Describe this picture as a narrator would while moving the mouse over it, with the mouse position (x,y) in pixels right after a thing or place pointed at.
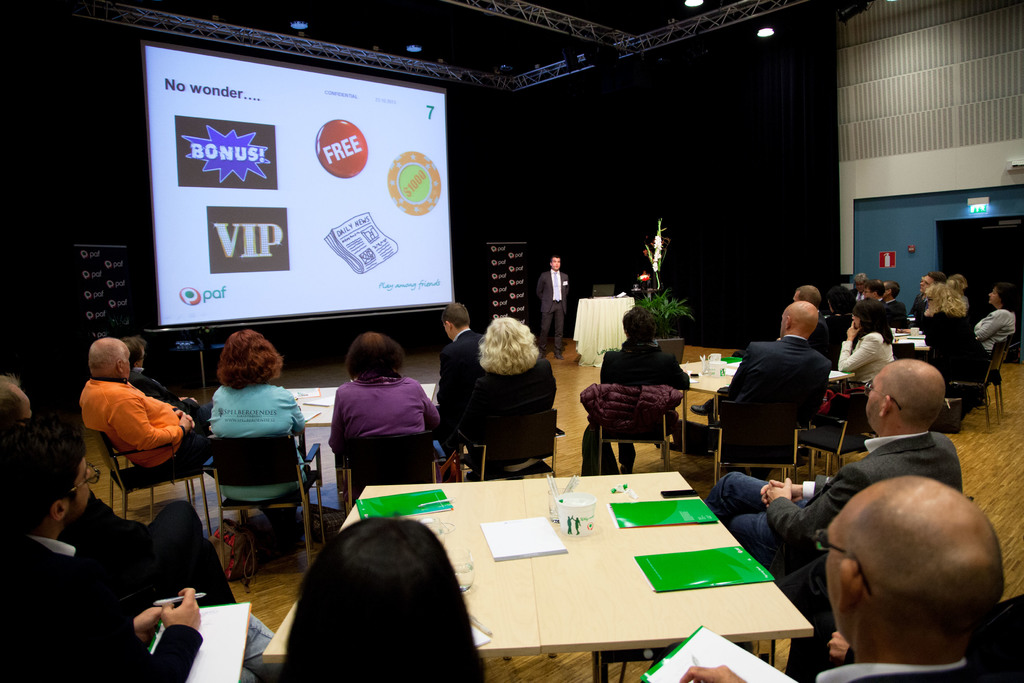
In this image we can see many people (834,340) sitting on chairs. Some are holding papers (751,657) and pen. There are tables (627,549). On the tables (683,539) there are books (673,554), boxes (581,511) and many other items (721,363). In the back (557,290) there is a person (555,294) standing. Also there is a screen (343,235). Near to that there are banners (490,293). And there is a table (591,310). On the table (618,304) there are few items (608,294). On the ceiling (488,46) there are lights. On the right side (951,117) there is a wall (865,182). On the wall (898,216) there are sign boards (893,259).
